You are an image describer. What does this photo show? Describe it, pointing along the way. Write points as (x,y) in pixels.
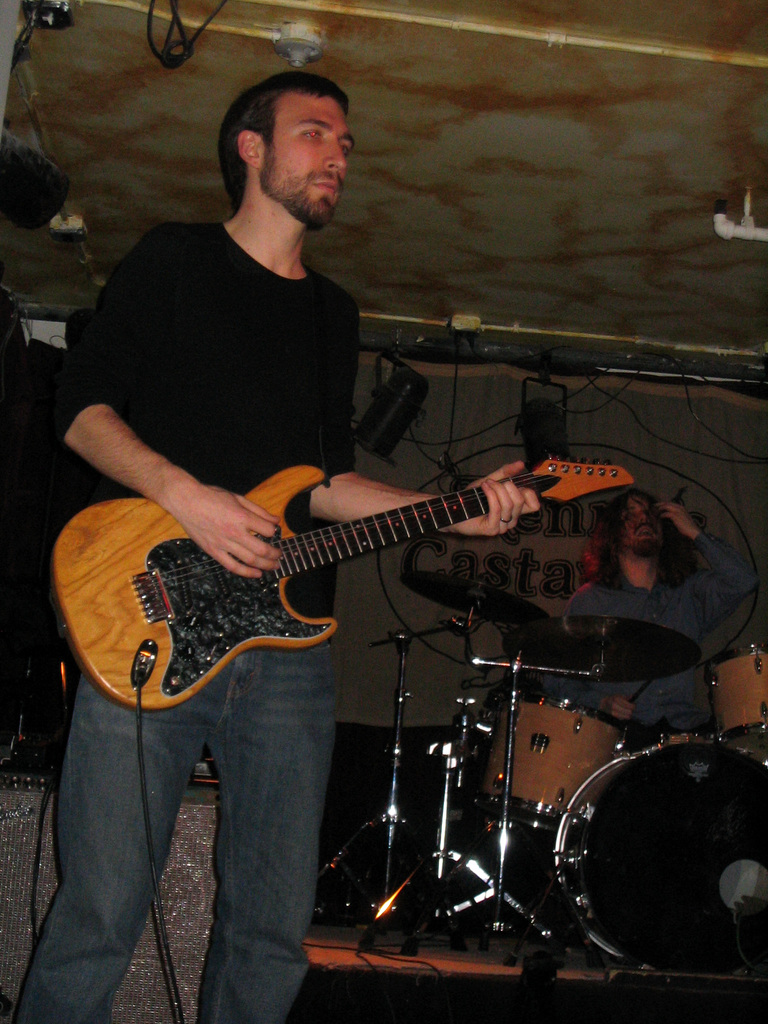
In this picture we can see two men (184,475), a man (273,560) in the front (173,572) is standing and playing a guitar (206,669), a man (600,581) in the background (600,581) is playing drums (716,774), we can see cymbals (653,667) and drums (577,780) on the right side (586,738), there is the ceiling (506,183) at the top of the picture (539,126).
